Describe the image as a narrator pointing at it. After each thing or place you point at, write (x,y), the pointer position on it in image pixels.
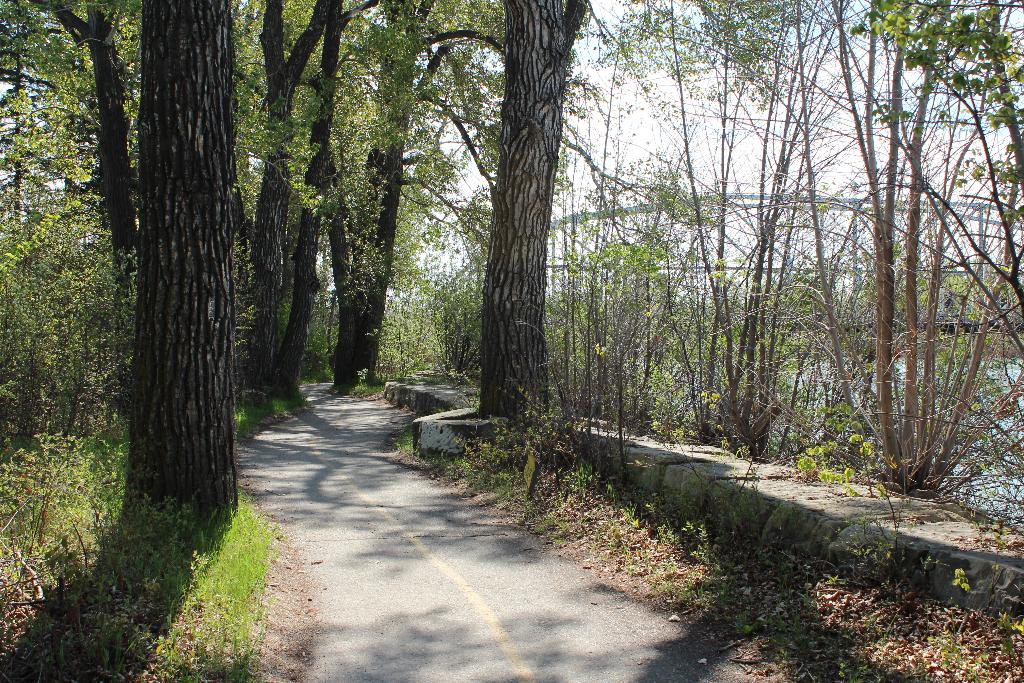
In this picture we can see a road (377,493) and on the left side of the road (340,510) there are trees (285,343) and on the right side of the road (376,407) there is a wall (611,436), water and the sky (658,144) and it looks like an iron object (748,194).
